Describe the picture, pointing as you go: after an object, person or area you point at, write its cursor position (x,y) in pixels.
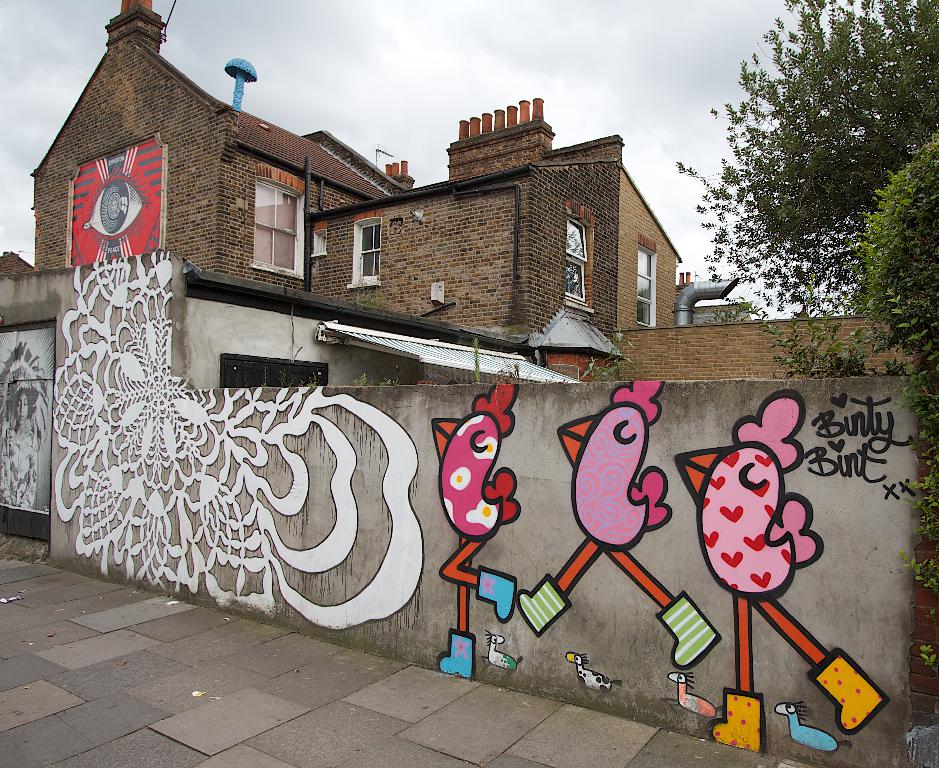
Here I can see a wall (248,477) which consists of paintings (483,446) on it. At the bottom of the image (212,731) I can see the ground (169,660). In the background (271,337) there is a building (415,324) along with the windows (364,240). On the right side (884,194) there are some trees (808,192). On the top of the image (488,52) I can see the sky (476,66).
